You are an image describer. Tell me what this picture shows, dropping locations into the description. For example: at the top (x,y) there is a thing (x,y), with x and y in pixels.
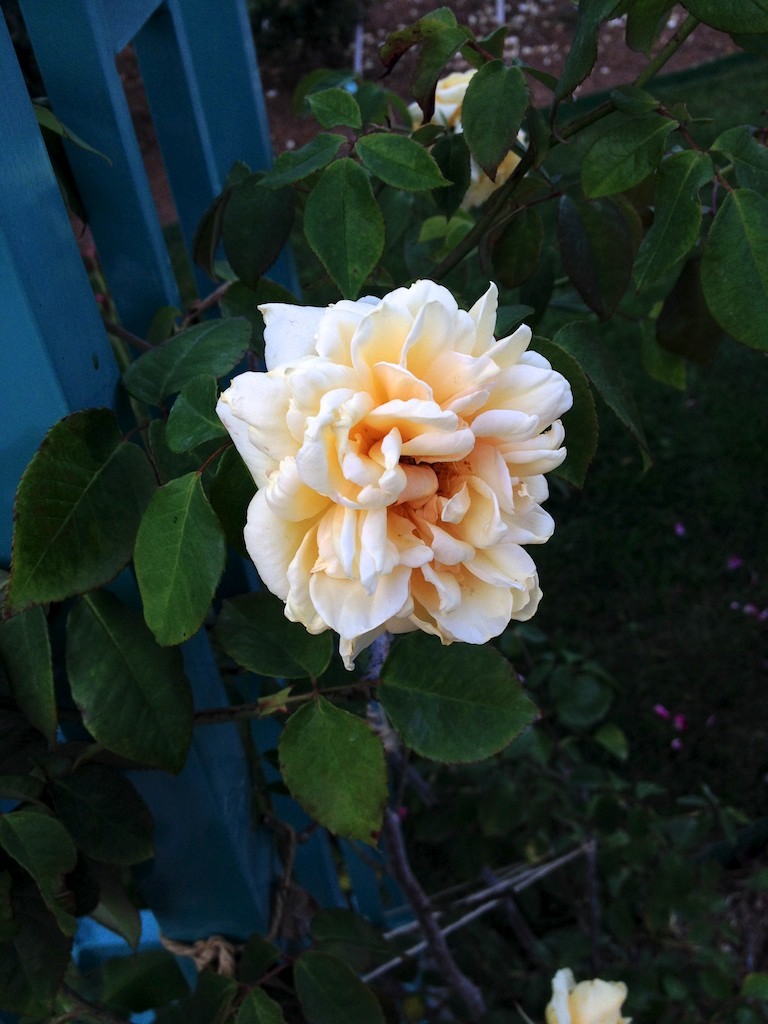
In this picture we can see few flowers (410,389) and plants (349,219).
